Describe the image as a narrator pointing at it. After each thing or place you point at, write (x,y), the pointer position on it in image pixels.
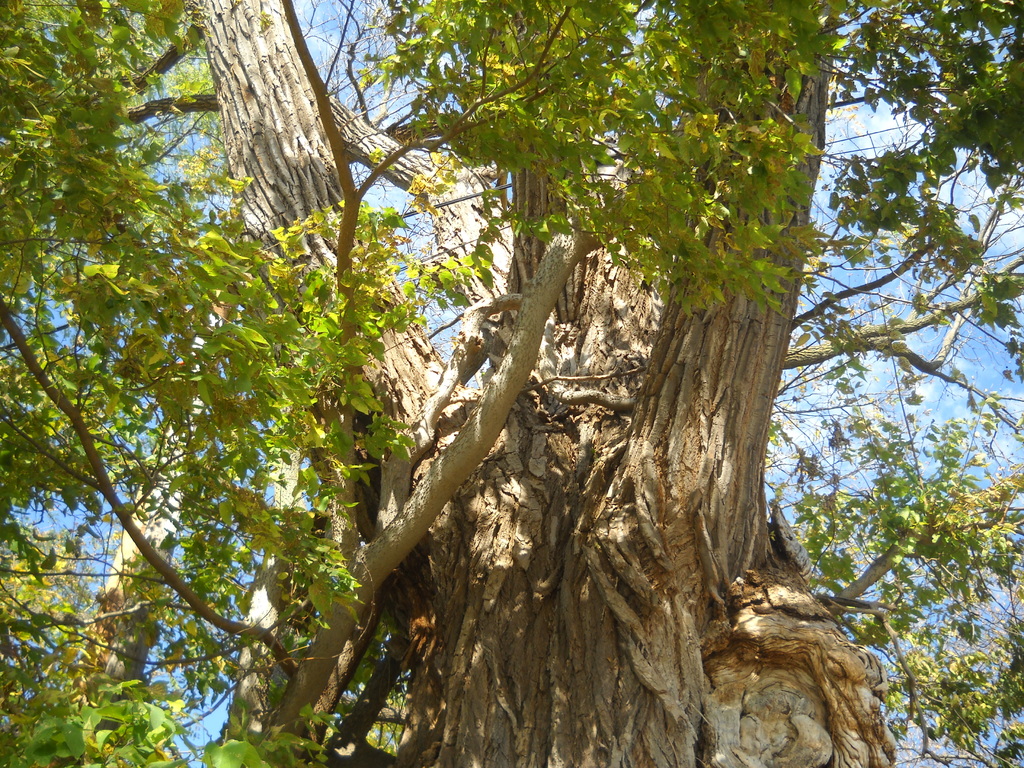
In this image there is a tree (381,457). In the background (417,246) there is sky (975,357).
